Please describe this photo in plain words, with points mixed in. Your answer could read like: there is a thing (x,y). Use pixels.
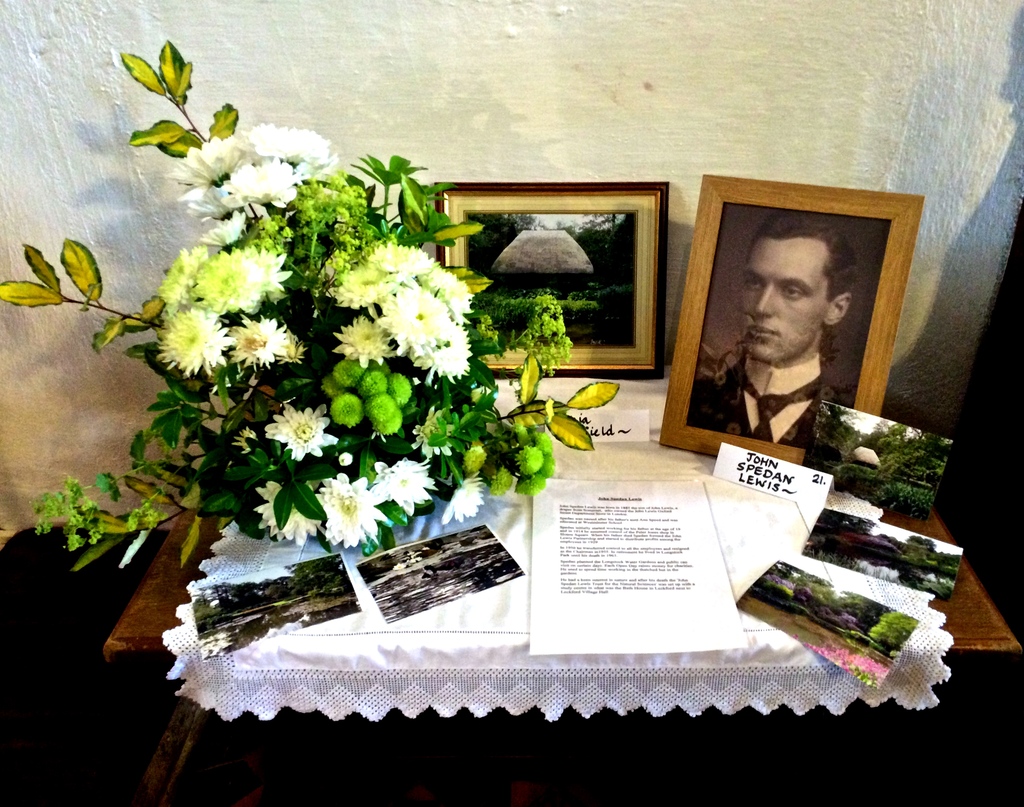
In this image, we can see the photo frames (791,325), photographs (877,416), paper (604,630), boards (729,468) with text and flower bouquet (333,349) are on the white cloth (634,677). This cloth (607,657) is on the wooden objects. In the background (482,134), there is a wall (525,86). At the bottom of the image (291,763), there is a dark view.
